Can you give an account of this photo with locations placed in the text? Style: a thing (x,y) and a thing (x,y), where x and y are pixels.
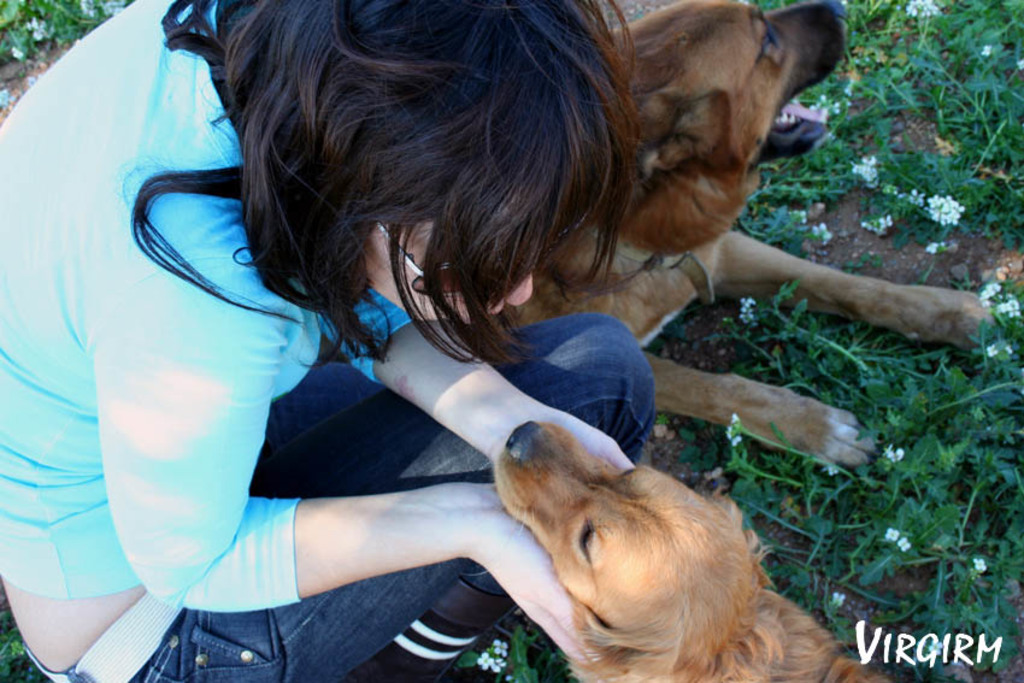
In this picture there is a lady (344,388) and a couple of dogs (668,550), the lady (504,543) is holding the dog's mouth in her hand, there's grass (906,388) on the ground (921,407).
